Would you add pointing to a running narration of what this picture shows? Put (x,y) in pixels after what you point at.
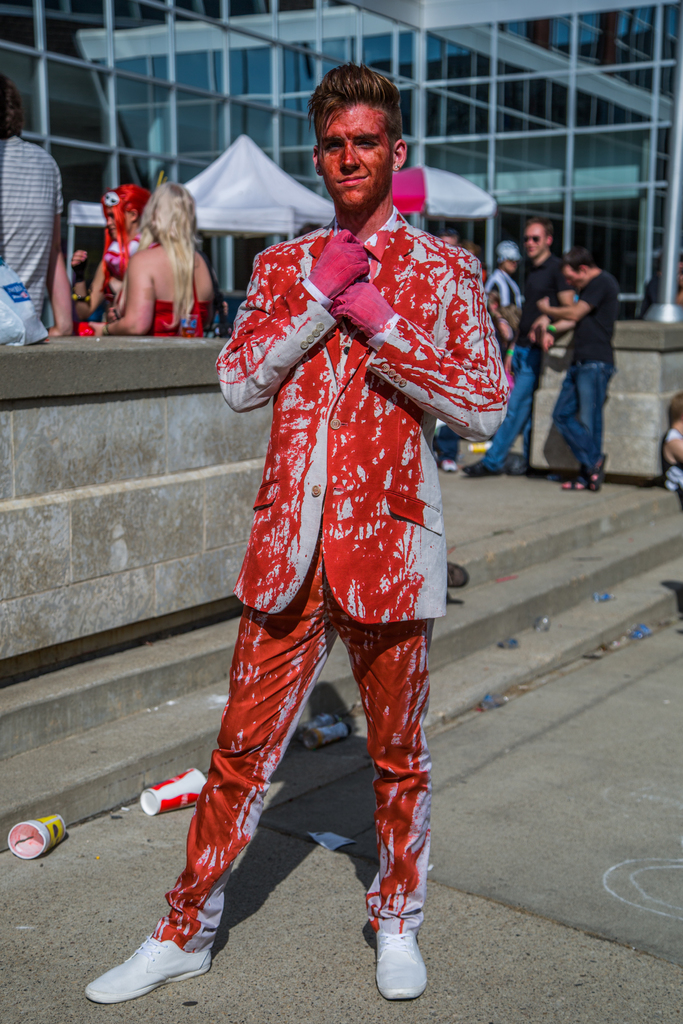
In this image in the foreground (296,630) there is one person (390,545) who is standing, and in the background (580,336) there are a group of people (34,289) who are standing and there is a building (262,110). In the center (228,426) there is a wall (114,463), at the bottom (112,834) there is a walkway (118,812), stairs (505,604) and some used cups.
